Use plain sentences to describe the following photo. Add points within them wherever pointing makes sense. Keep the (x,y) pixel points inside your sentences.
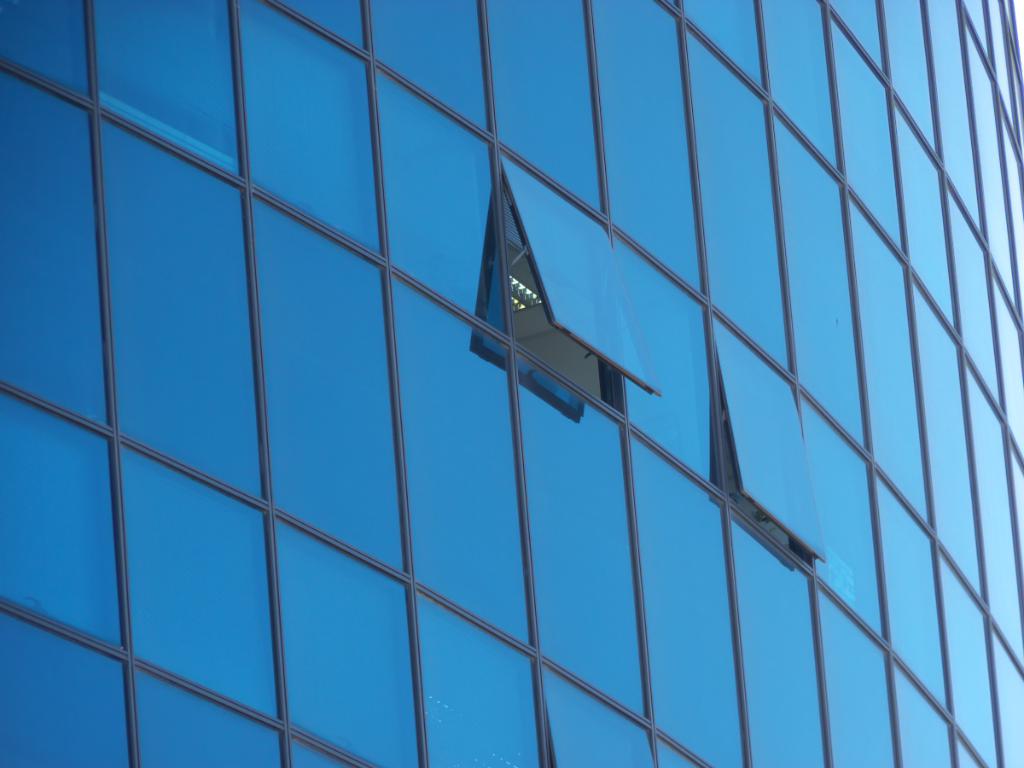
There is a building (145,493) having blue colored glass windows (546,94). Two of them are partially opened. Through one of them, we can see there are lights (522,295).
